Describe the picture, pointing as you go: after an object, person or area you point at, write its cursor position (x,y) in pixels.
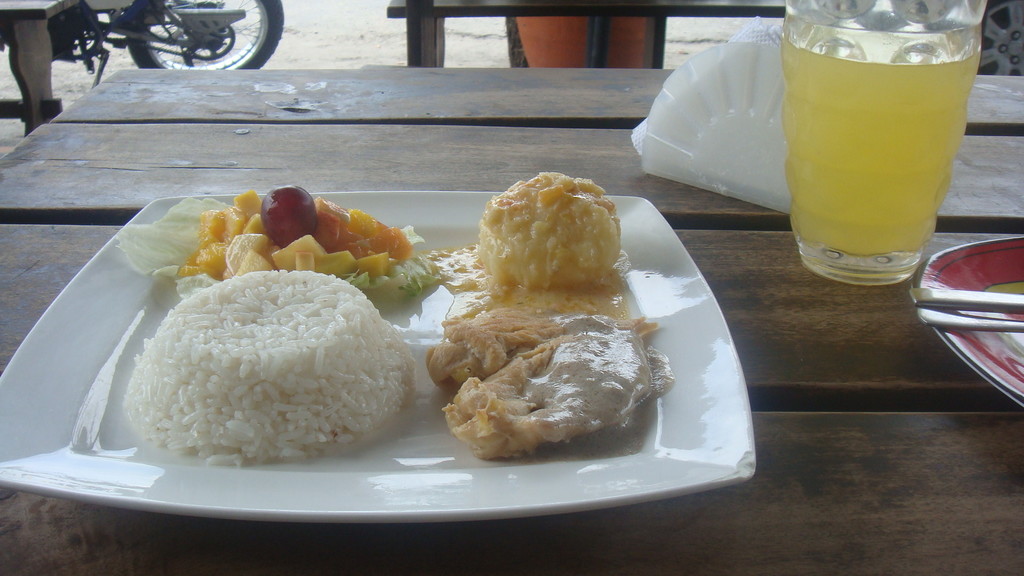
In this picture I can see there is a plate (306,460) of food (527,422) and there is another plate (963,253) placed on the table (781,478). There is a glass (868,195) of fruit juice (889,176) and in the backdrop (198,23) there is a motor cycle (188,58).
